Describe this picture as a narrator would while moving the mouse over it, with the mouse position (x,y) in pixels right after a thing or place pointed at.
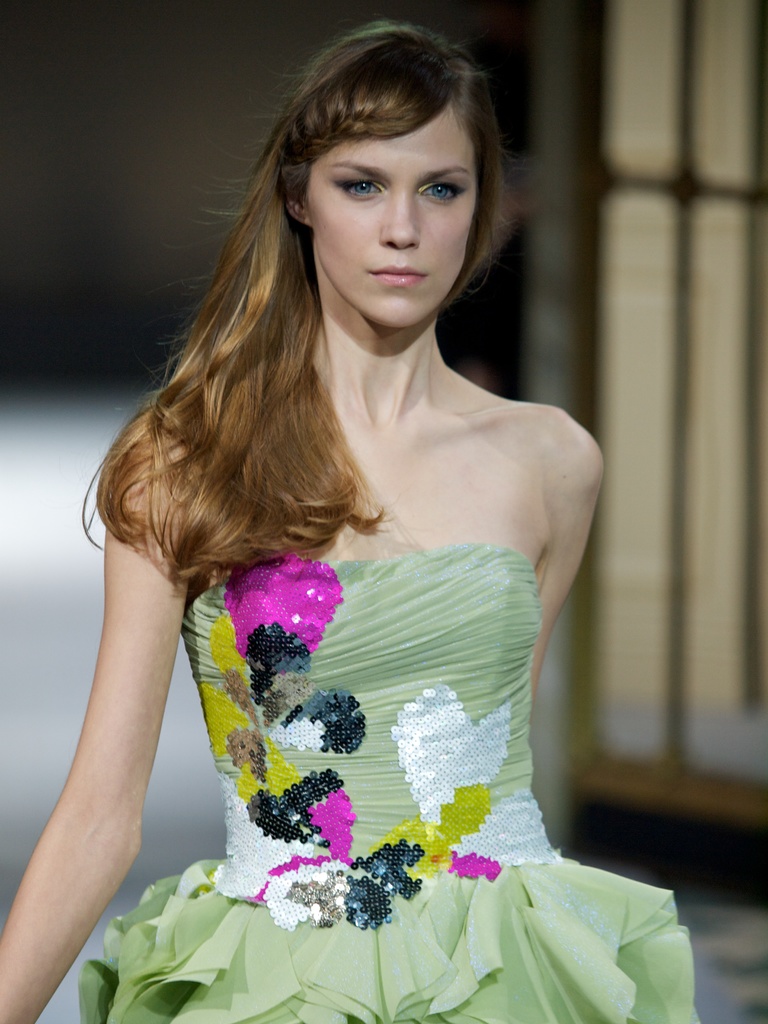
In the foreground (415,94) I can see a woman (415,94) on the floor (645,872). In the background (643,832) I can see a wall (615,246) and dark color. This image is taken may be on the stage (98,517).
